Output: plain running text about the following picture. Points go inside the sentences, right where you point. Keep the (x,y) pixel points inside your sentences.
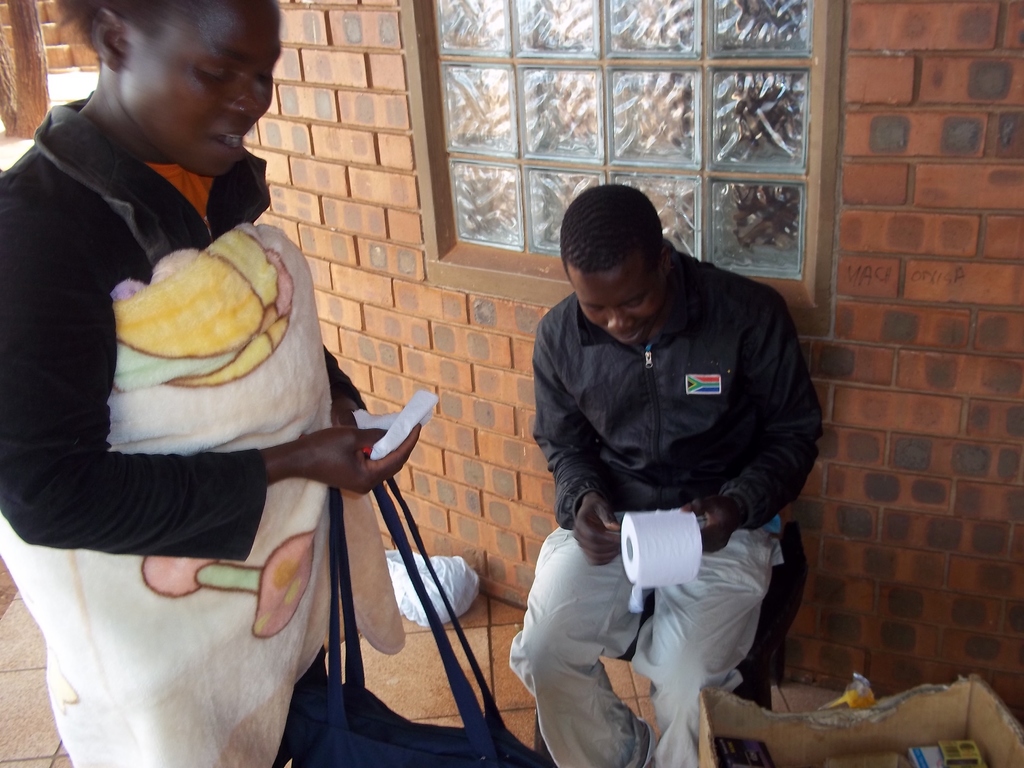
In the foreground of the picture (262,369) there are boxes (919,749), man (609,524), woman (302,575), bag (430,594), cover (455,586), tissues (638,560) and other objects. In the middle of the picture (459,316) we can see window (469,116) and wall (458,387). At the top left corner (30,33) there are staircase (50,48) and trunk (16,51) of a tree (35,41).
